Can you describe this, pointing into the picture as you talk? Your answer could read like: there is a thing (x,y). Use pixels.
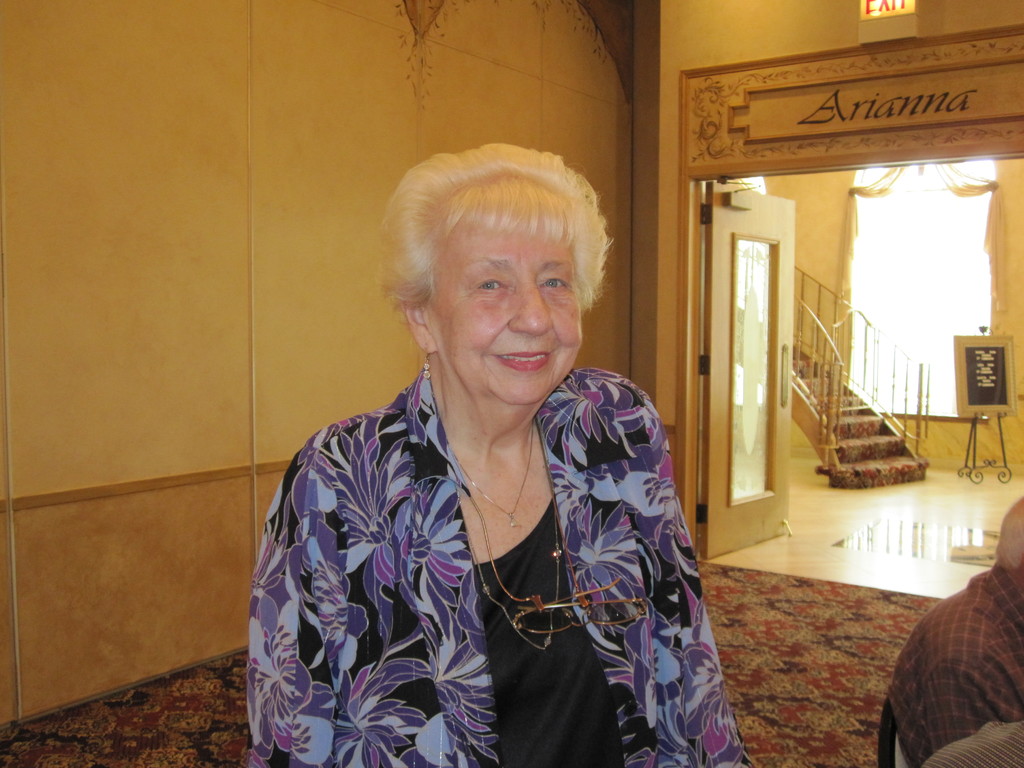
In this image we can see a woman (526,688) and she is smiling. In the background (234,738) we can see walls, staircase (870,457), floor (854,564), carpet (744,712), door (706,354), boards (773,83), window (901,249), and a curtain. On the right side of the image (908,765) we can see a person (969,616) who is truncated.
